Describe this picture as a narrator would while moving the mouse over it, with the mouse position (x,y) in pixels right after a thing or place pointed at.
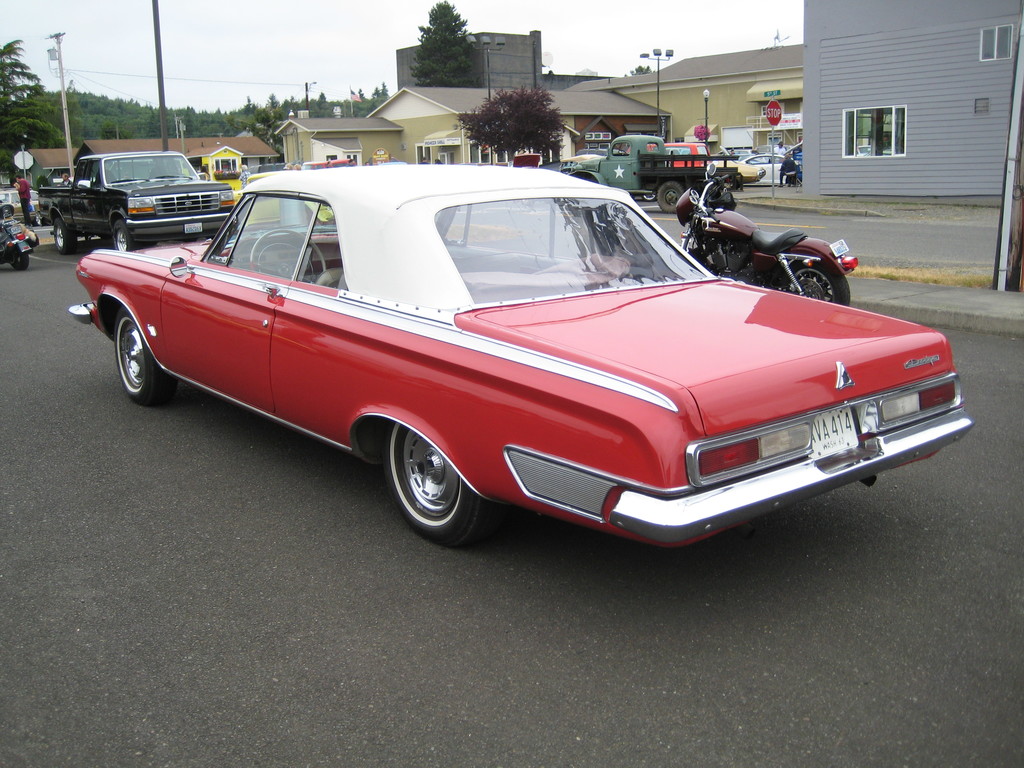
There is a red color car (404,390) on the road (380,468) and there are few other vehicles (627,186) in front and beside it and there are buildings (642,88) in the right corner (758,98) and there are trees (102,120) in the background (117,114).
